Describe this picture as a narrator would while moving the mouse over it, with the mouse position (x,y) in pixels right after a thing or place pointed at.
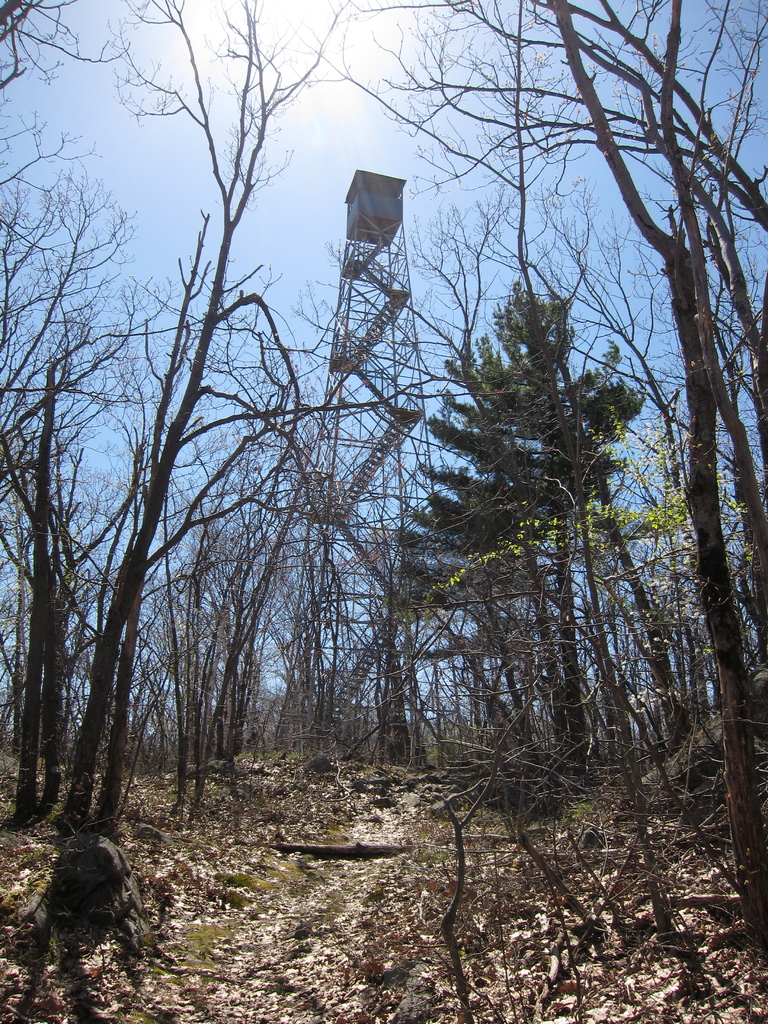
In this picture there is a lookout tower (349,209) which having stairs (395,305). In the background (192,546) we can see many trees (753,725). On the bottom (447,952) we can see grass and dry leaves (381,952). At the top (387,6) we can see the sky (345,41) and sun (347,32).
